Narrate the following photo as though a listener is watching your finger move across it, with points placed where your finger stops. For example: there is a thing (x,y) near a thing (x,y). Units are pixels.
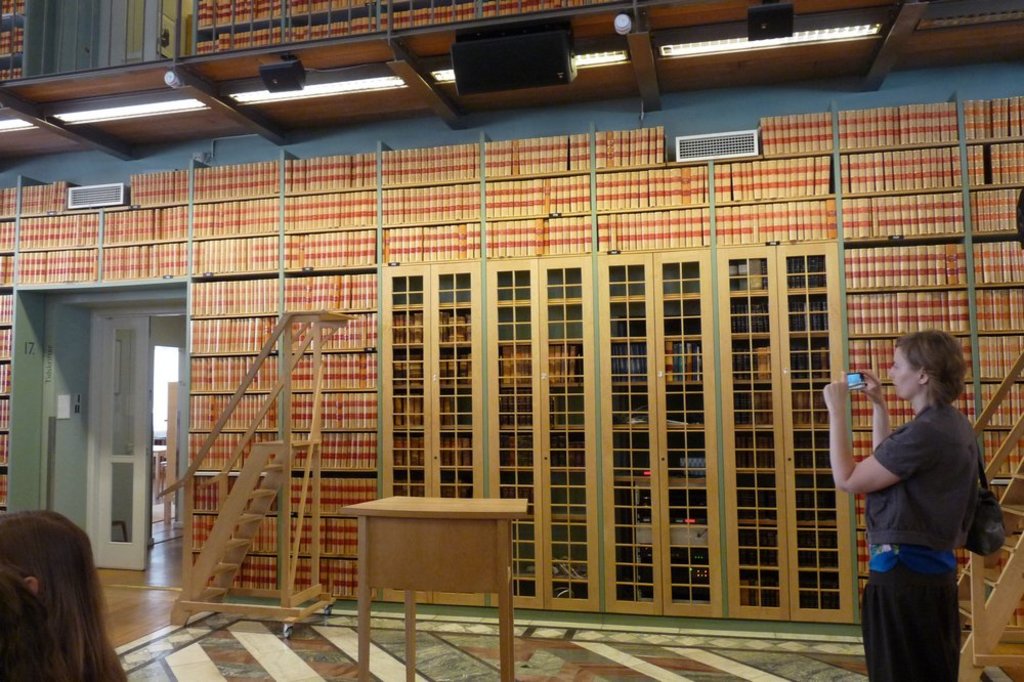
There is a lady (876,403) holding a gadget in the foreground area of the image (928,381), there is a ladder (285,479), desk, door (129,461), lamps (102,121) and other objects (348,284) in the background (138,486) and a person (51,555) in the bottom left side (28,562).
